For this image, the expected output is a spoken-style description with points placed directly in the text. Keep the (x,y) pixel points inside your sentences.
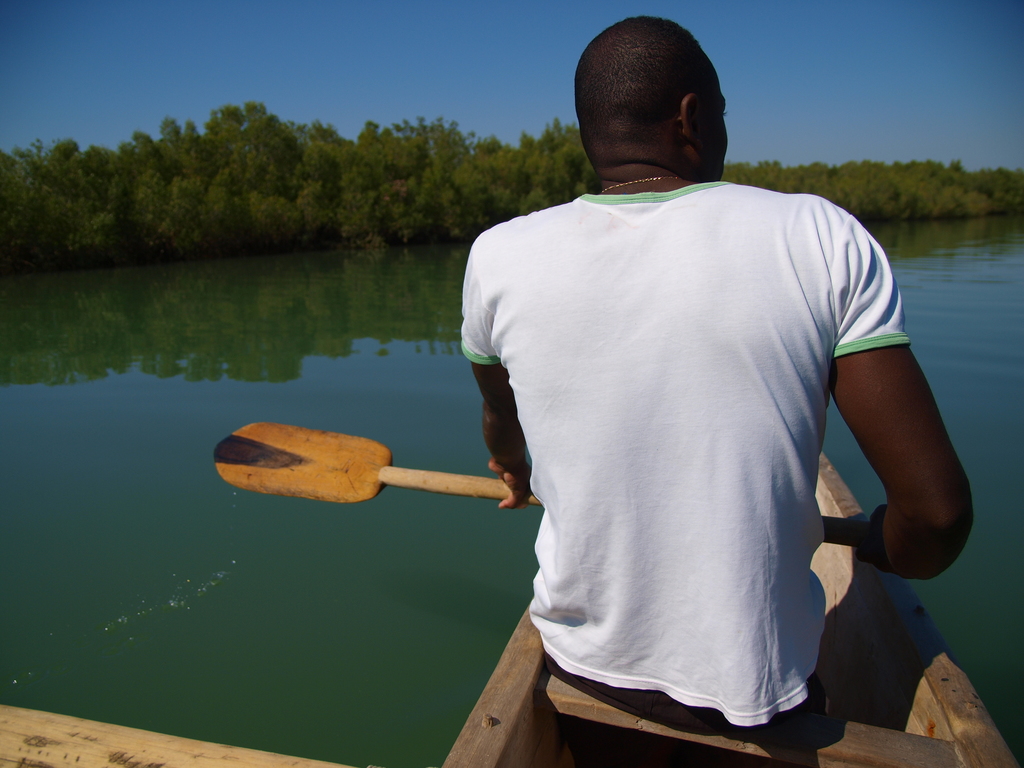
In this image we can see a person (486,368) wearing white T-shirt (739,579) is sitting in the boat (557,704) and holding the paddle (284,450). Here we can see the water (961,249), trees (437,201) and the blue color sky (66,74) in the background (584,40).
